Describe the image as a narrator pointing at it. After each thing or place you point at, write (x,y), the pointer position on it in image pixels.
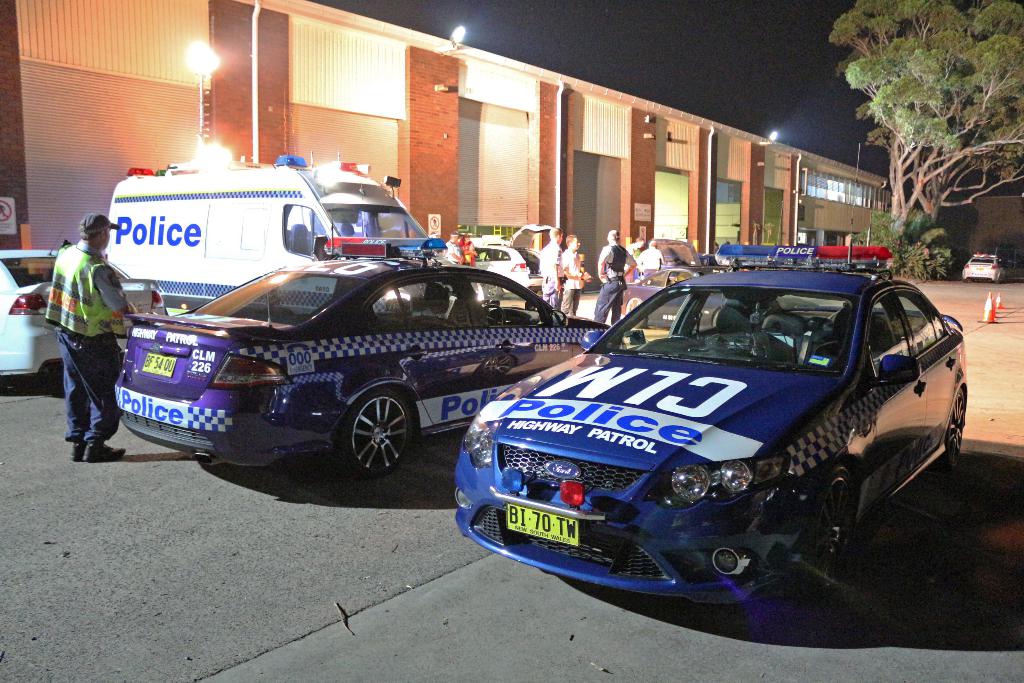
This is the picture of a place where we have a building (29,121) to which there are some lights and around there are some cars (840,383), people (118,315) and some trees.
